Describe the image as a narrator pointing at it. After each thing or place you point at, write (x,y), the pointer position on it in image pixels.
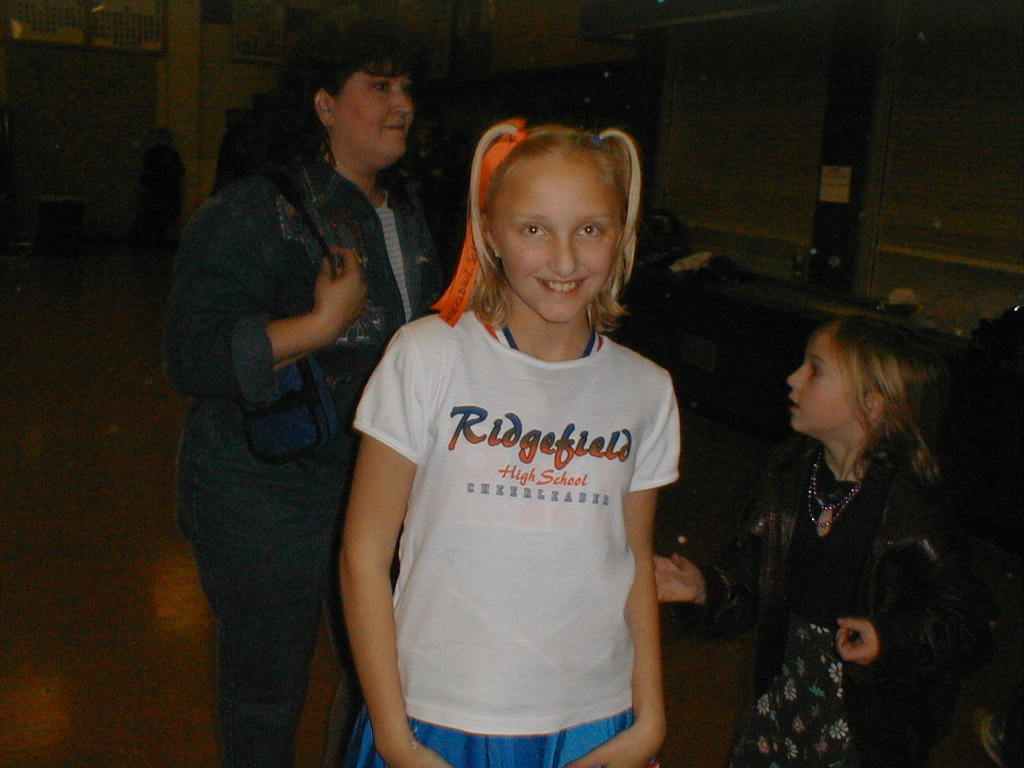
In this image we can see a woman (350,403) and two kids (398,496) standing in the foreground of the image (335,572) and in the background of the image (150,139) there are some objects (732,321), wall (52,62), some sheets (842,192) and person (253,346) standing in the foreground of the image (381,254) also carrying handbag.
